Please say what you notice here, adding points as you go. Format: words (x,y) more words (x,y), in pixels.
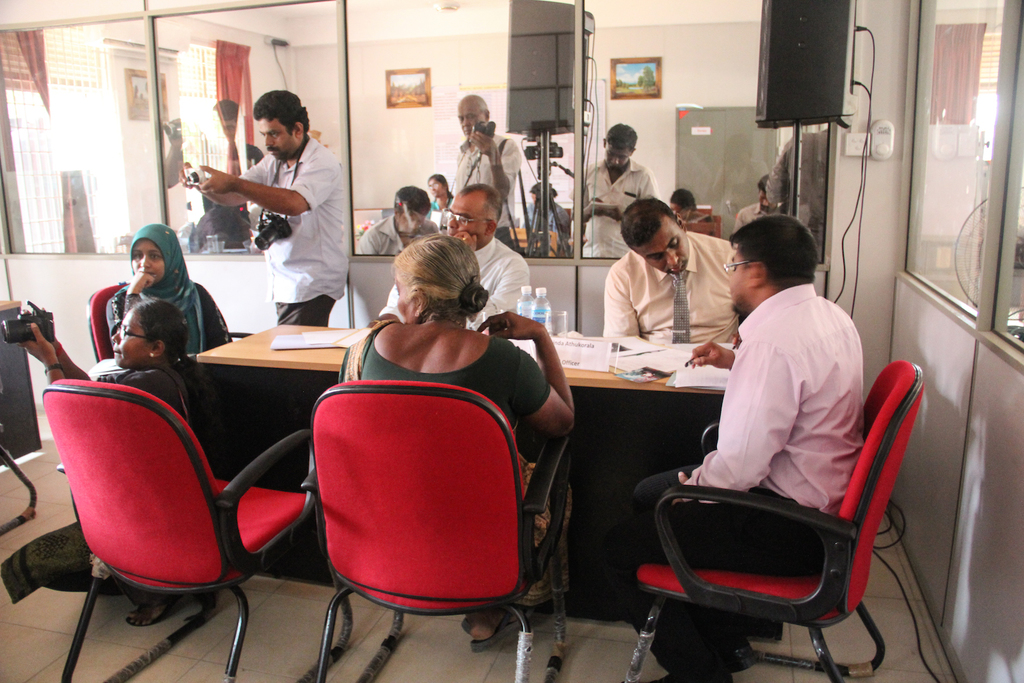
In this picture we can see some person (395,216) sitting on chair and some are standing holding cameras (494,133) in their hands (215,192) and taking photographs and in front of them there is table (602,373) and on table (308,327) we can see bottle (520,309), paper (685,353) and in background (397,129) we can see windows (199,95), curtains (238,95), frames (416,105) to wall (391,122), cupboards (686,133), wires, speakers (823,100).
